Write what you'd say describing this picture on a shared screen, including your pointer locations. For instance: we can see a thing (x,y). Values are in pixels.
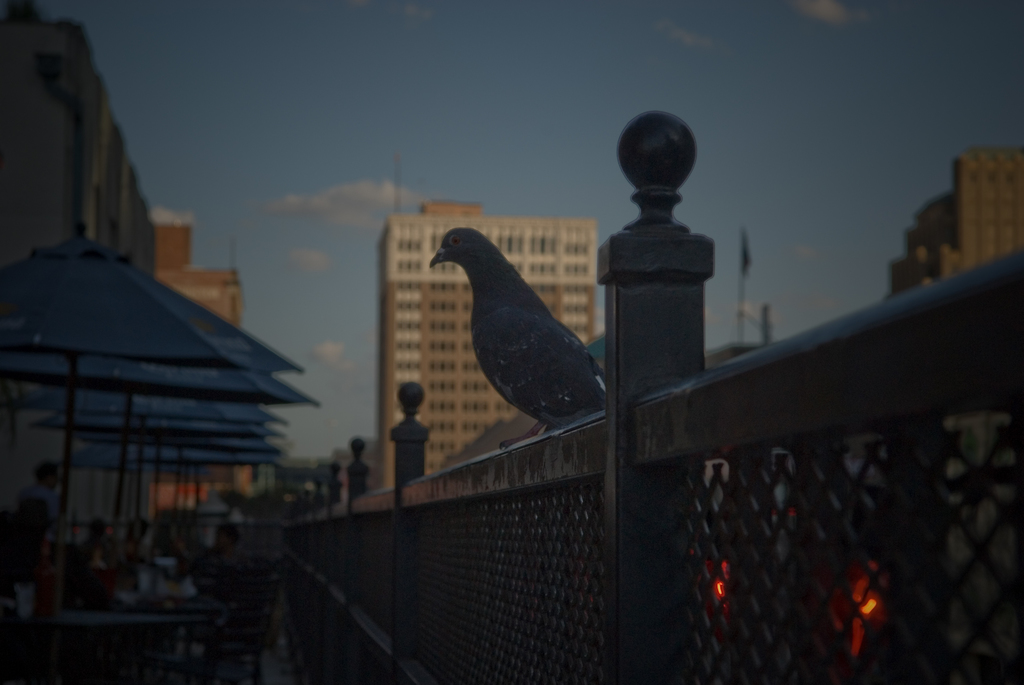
In this picture there are buildings (21,237) in the center of the image (571,232) and there is a bird (480,282) in the center of the image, on a boundary (796,355), there are umbrellas (238,427) on the left side of the image (236,416).
